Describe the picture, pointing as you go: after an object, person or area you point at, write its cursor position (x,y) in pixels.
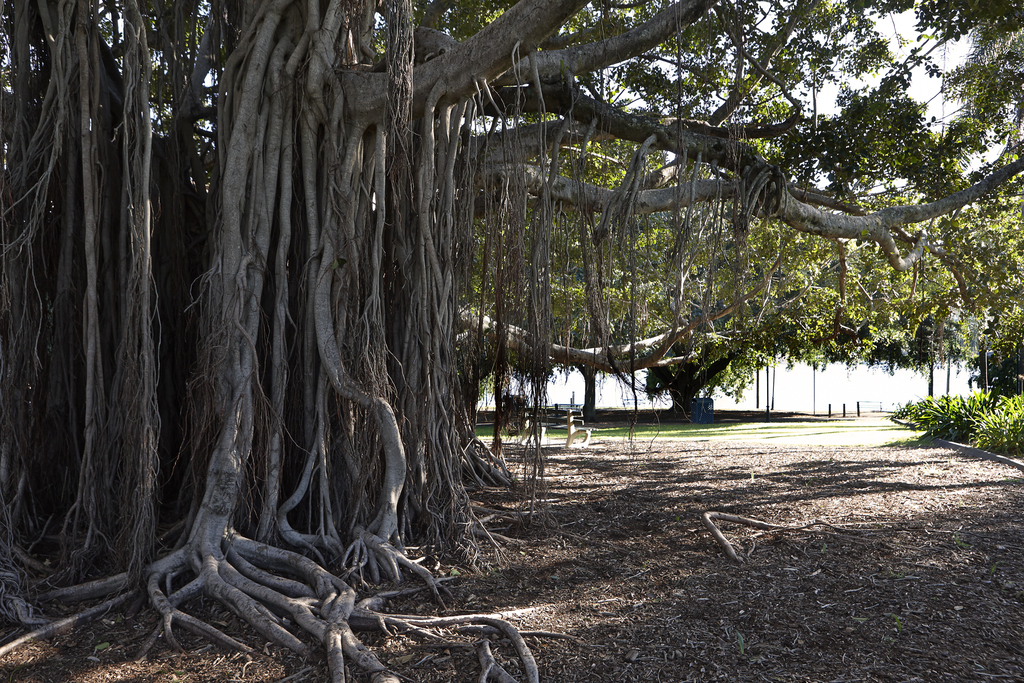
In this image there are trees (420,334) and there's an empty bench (571,427), there's grass (703,428) on the ground (667,418). In the background (828,385) there is water (845,365).
